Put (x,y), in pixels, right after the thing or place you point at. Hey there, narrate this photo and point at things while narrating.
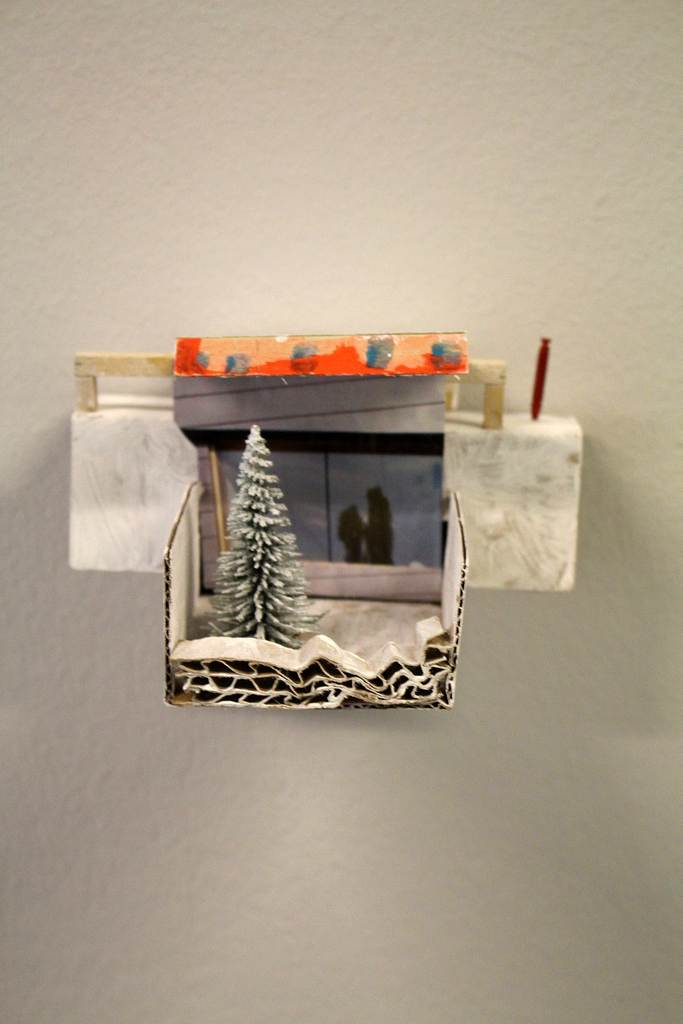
In this image we can see a toy (280,496) and a photograph (358,520) in a box (349,582), there is an object (451,454) on the wall (223,808).
